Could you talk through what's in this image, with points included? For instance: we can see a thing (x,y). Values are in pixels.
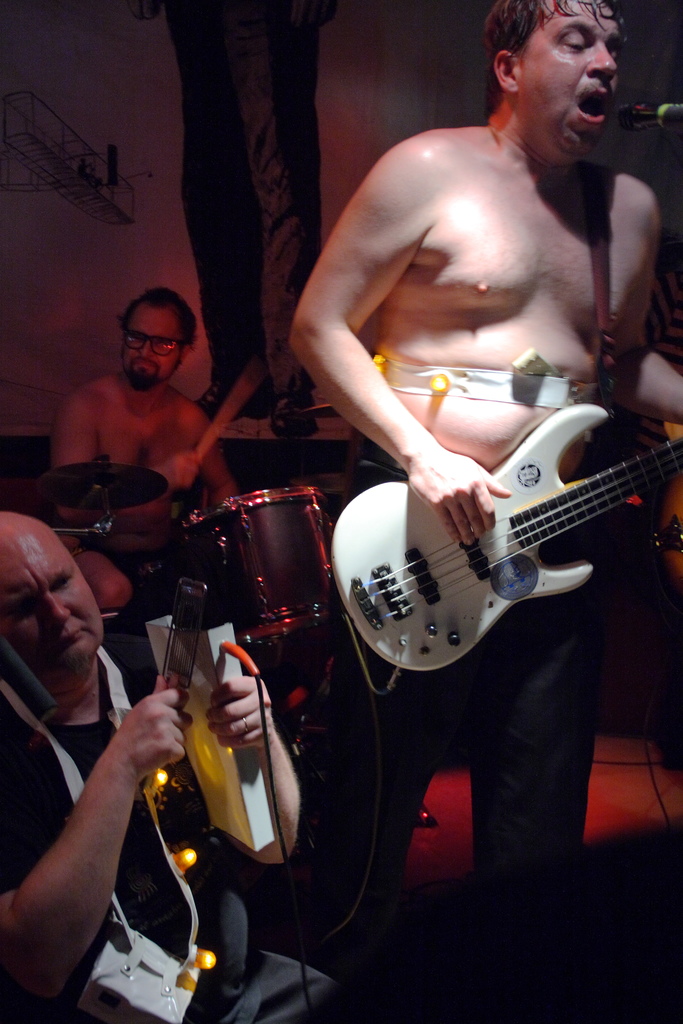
There persons (558,350) without wearing shirts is playing music and there's also another person (111,777) in the left bottom corner (125,825) is sitting on the ground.
